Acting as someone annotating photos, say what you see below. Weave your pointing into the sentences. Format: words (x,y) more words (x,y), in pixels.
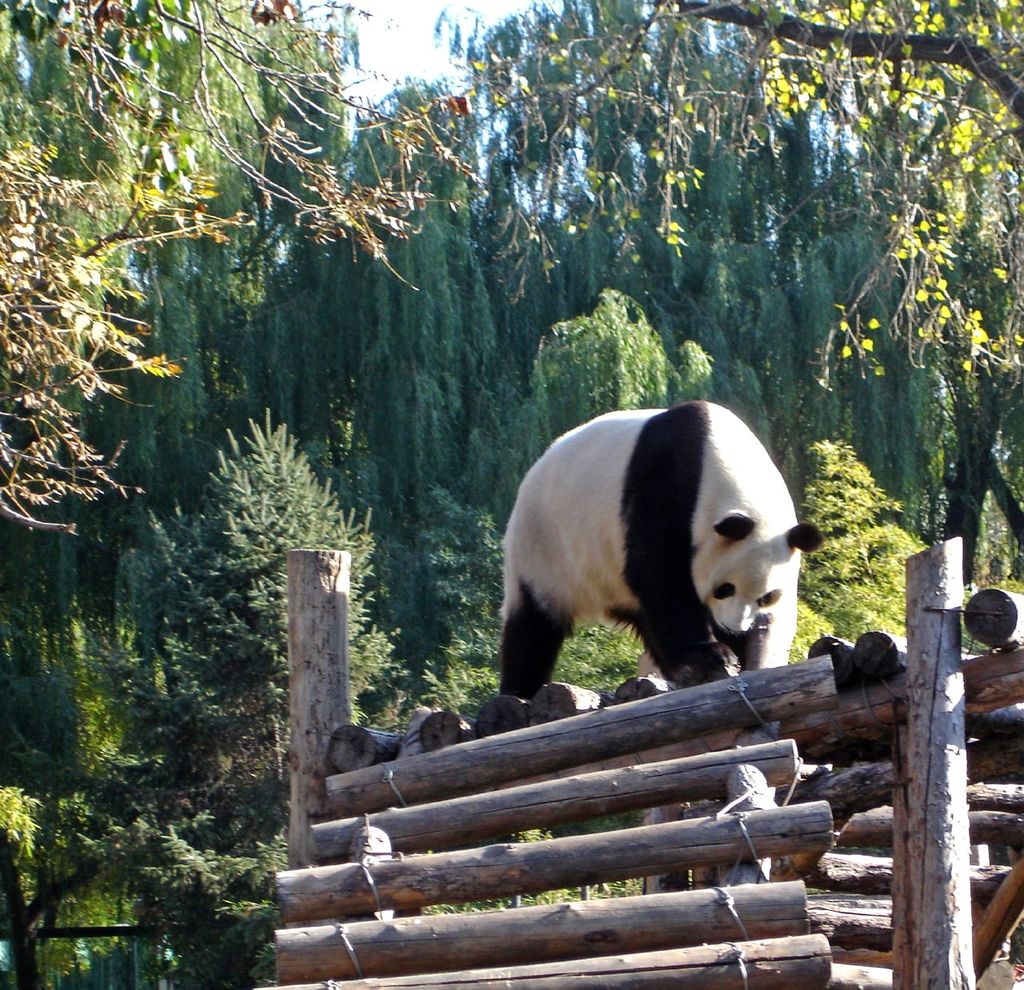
This picture is clicked outside the city. In the foreground (628,865) we can see the wooden logs (682,780). In the center (674,482) there is a panda (647,485). In the background (400,35) we can see sky (390,26), trees (342,320) and plants (190,939).
